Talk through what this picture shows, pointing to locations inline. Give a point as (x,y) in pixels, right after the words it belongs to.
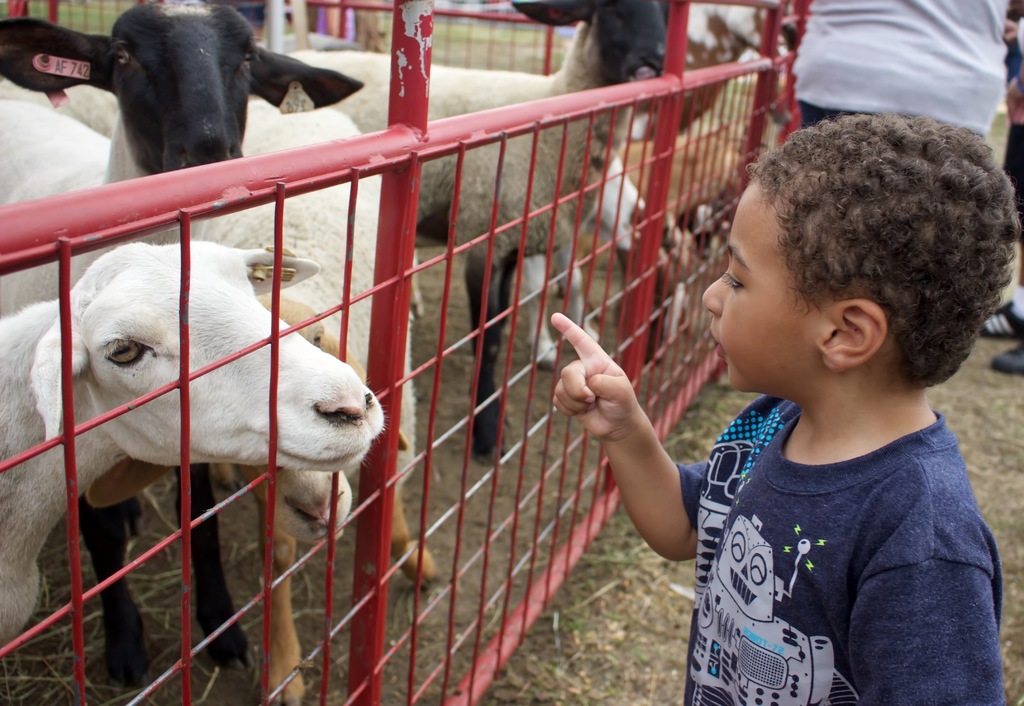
In the image we can see there is a herd of sheep (291,349) and there is a kid (751,564) standing and pointing finger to the sheep (541,228). Behind there are other people (961,110) standing.
